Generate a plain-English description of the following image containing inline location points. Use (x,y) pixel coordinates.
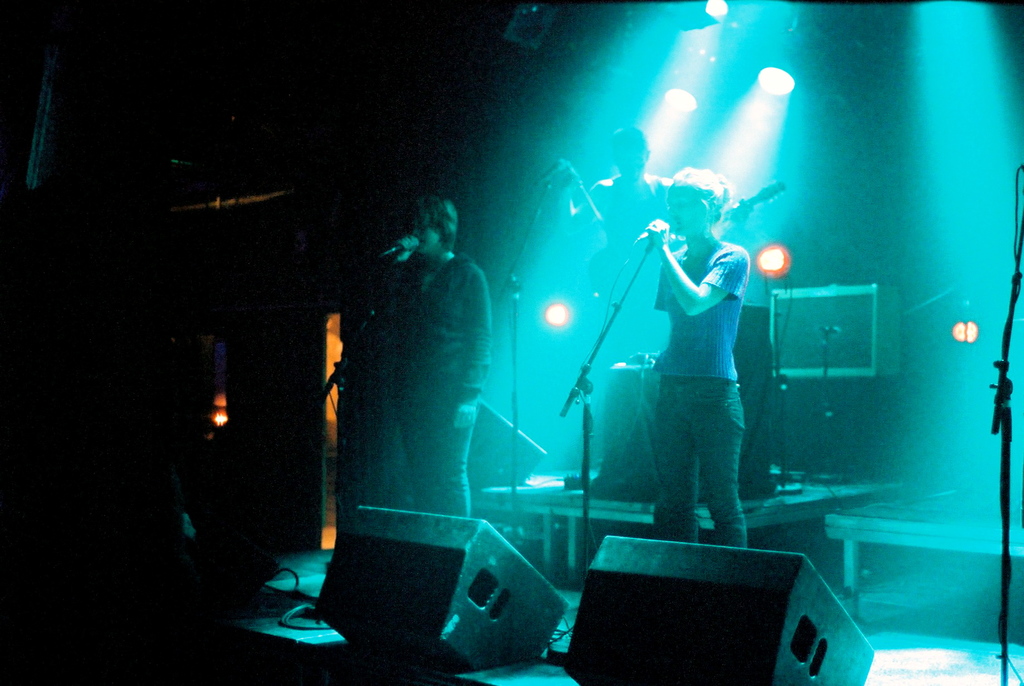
This is a picture of a concert. In the center of the picture (673,416) there are two women (453,333) singing into microphones (647,244), behind them there are speakers (806,326), microphone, focus lights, boxes (816,305) and a person (623,249) playing guitar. In the foreground (358,611) there are cables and speakers (431,561). On the left (97,184) it is dark. In the background (324,485), towards left (327,533) there is a door (330,500). On the right (909,542) there is a microphone (1004,620) and a table (934,525).
